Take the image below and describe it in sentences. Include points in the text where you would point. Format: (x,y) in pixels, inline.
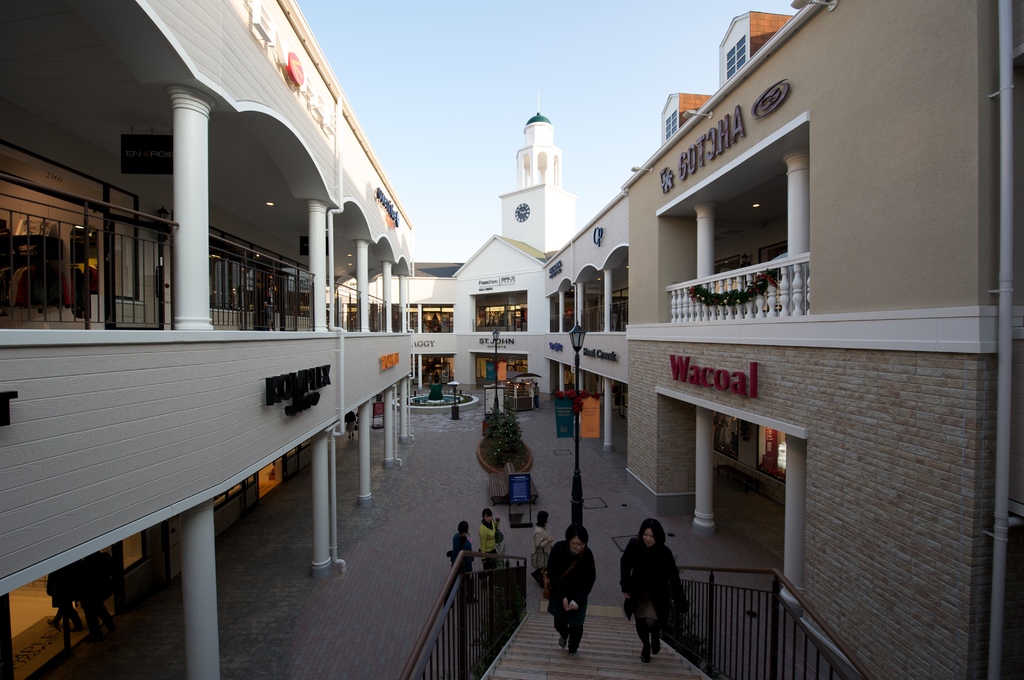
In this picture we can see electric poles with lights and some objects (529,401) on the ground (447,472), here we can see people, buildings (939,14) and we can see sky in the background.
